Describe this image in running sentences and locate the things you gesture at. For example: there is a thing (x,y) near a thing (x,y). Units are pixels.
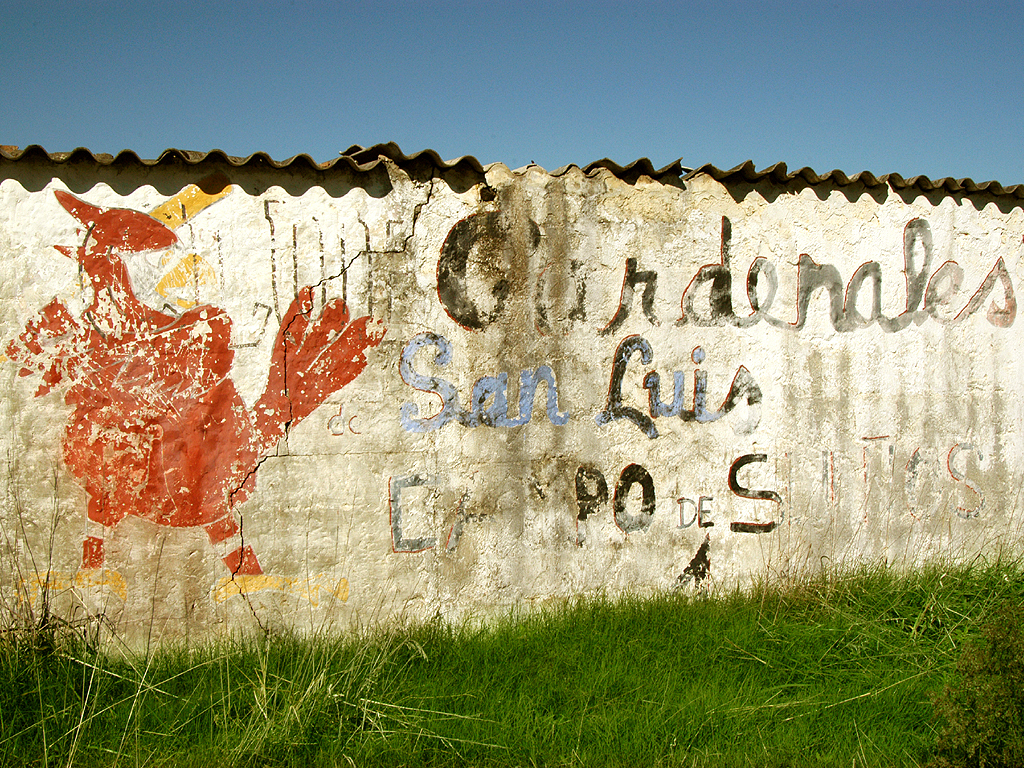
This picture is clicked outside. In the foreground (659,690) we can see the green grass (633,677). In the center (535,313) we can see the house (30,351) and we can see the text (912,293) and the drawing (143,372) of an object (157,337) on the wall (532,235) of the house (655,249). In the background (630,74) we can see the sky (588,66).
